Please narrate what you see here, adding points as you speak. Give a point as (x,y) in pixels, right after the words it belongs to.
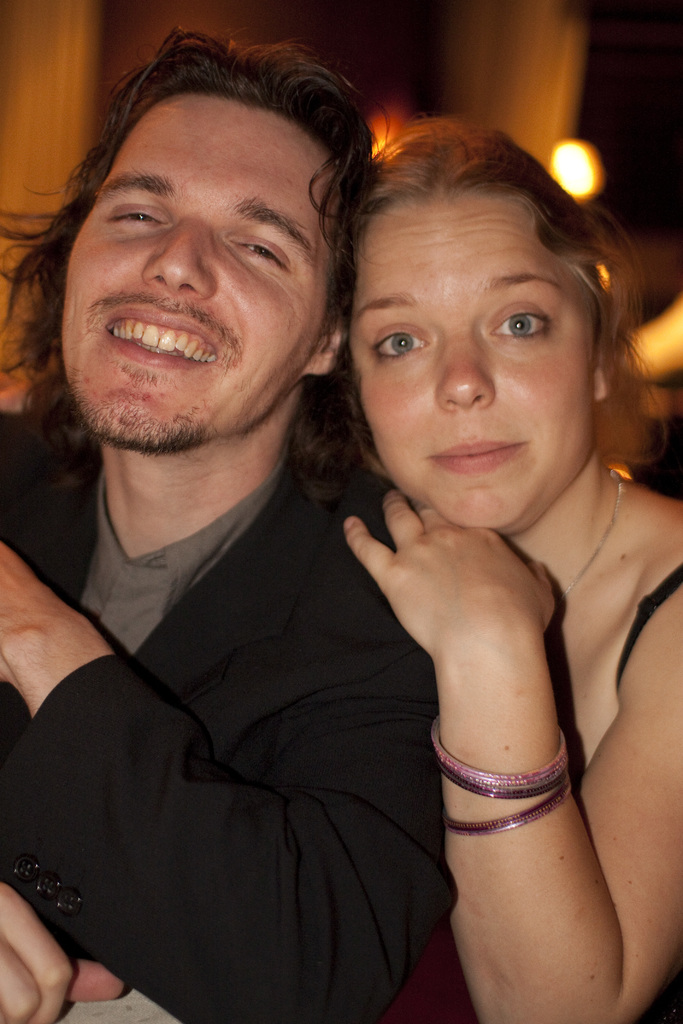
In this image there is a man (245,590) and a woman (575,582). The woman (514,518) is holding the man (354,628). The man (228,441) is smiling. Behind them there are lights (562,156). The background (580,166) is blurry.
